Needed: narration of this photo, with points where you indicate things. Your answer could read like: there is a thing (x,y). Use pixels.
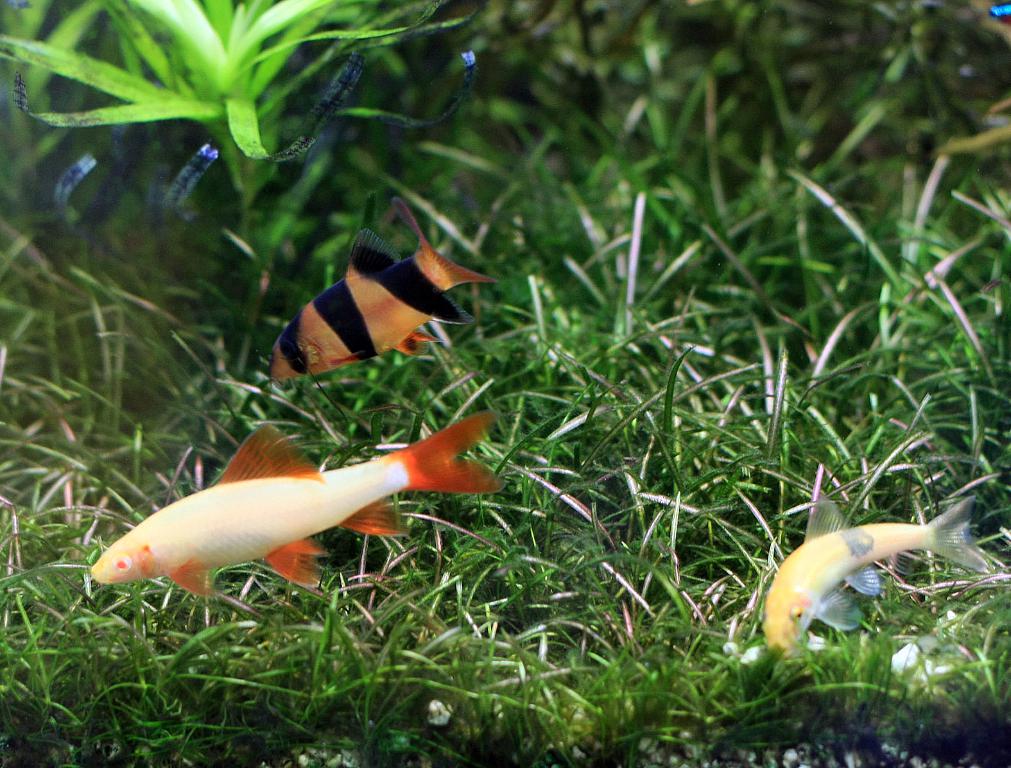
In this image we can see the fishes (428,486) and the grass (597,512).
